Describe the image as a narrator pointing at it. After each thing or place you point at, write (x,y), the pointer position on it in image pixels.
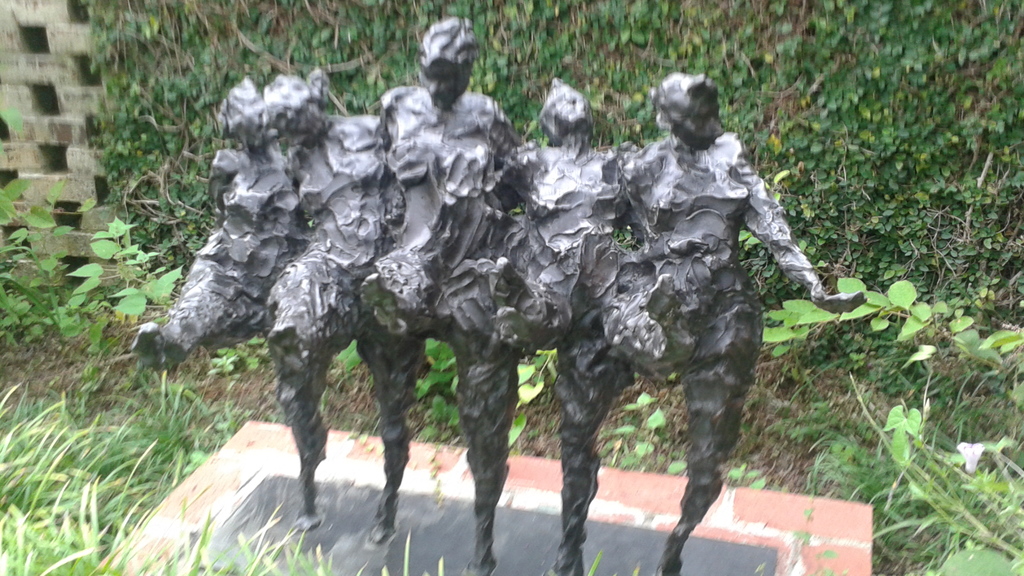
Here I can see few sculptures (710,380). On the right (985,431) and left sides of the image I can see the grass (58,433) and plants (74,325). On the left side (60,180) there is a wall (46,96) and many plants (843,81).
